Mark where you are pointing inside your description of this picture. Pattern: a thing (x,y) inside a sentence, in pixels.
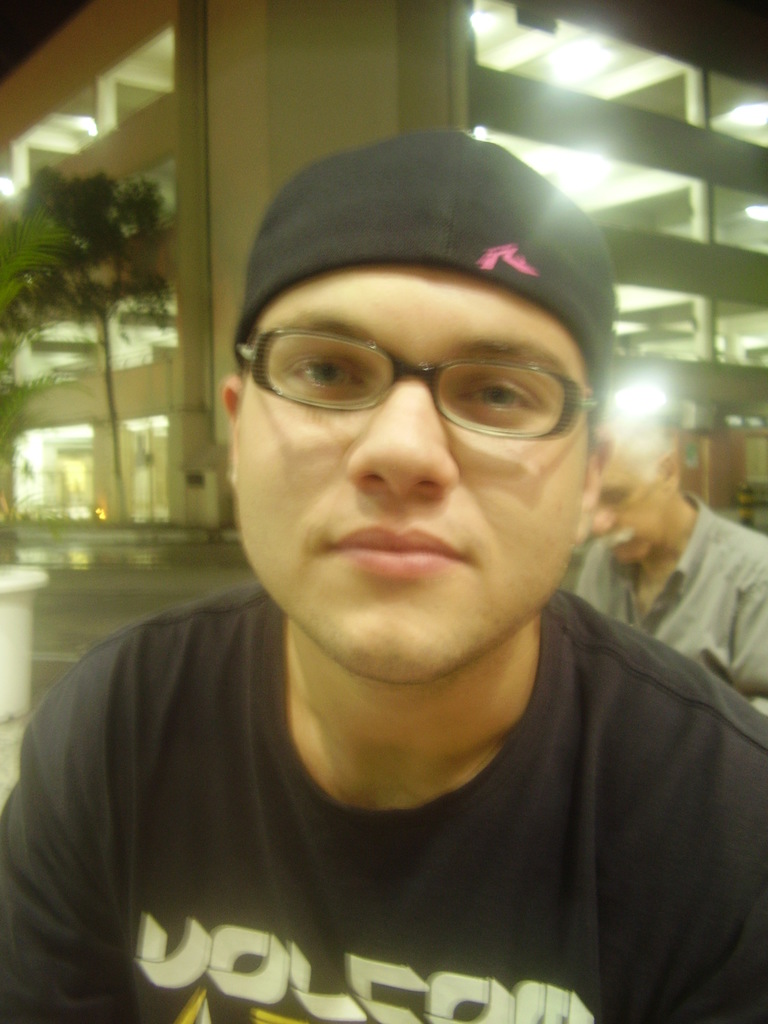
In this picture, we can see a few people (377,754), ground (134,573), plant (8,336) in a pot (5,577), tree (45,206), building (729,295) with windows (152,516), pillars (203,238) and lights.
